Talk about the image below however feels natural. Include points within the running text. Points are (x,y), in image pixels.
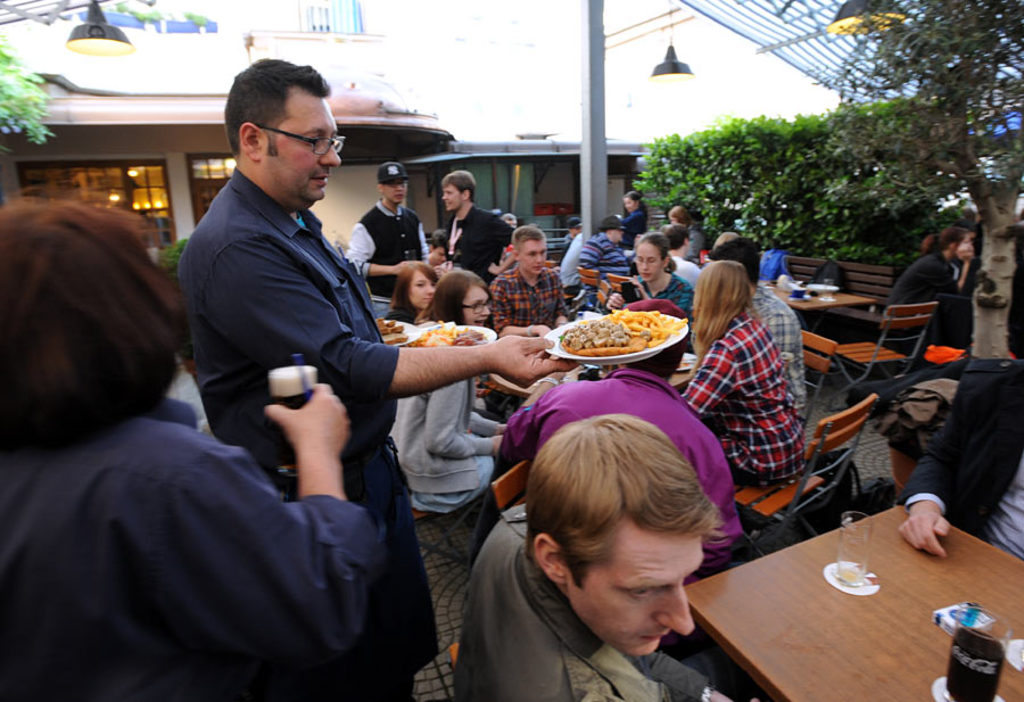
This picture is of outside seems to be under the tent (788,28). In the foreground (384,503) we can see a man (296,225) wearing blue color shirt (321,305), holding a plate (638,333) of food (639,338) and standing. In the left corner (86,304) there is a person (335,520) holding a glass (295,388) of drink (291,381) and seems to be standing. In the center (519,251) there are group of persons (425,427) sitting on the chairs (591,271), behind them there are two person (477,216) standing and seems to be talking. In the background (464,145) we can see the buildings (449,37), lamps (671,62), trees (884,131).
